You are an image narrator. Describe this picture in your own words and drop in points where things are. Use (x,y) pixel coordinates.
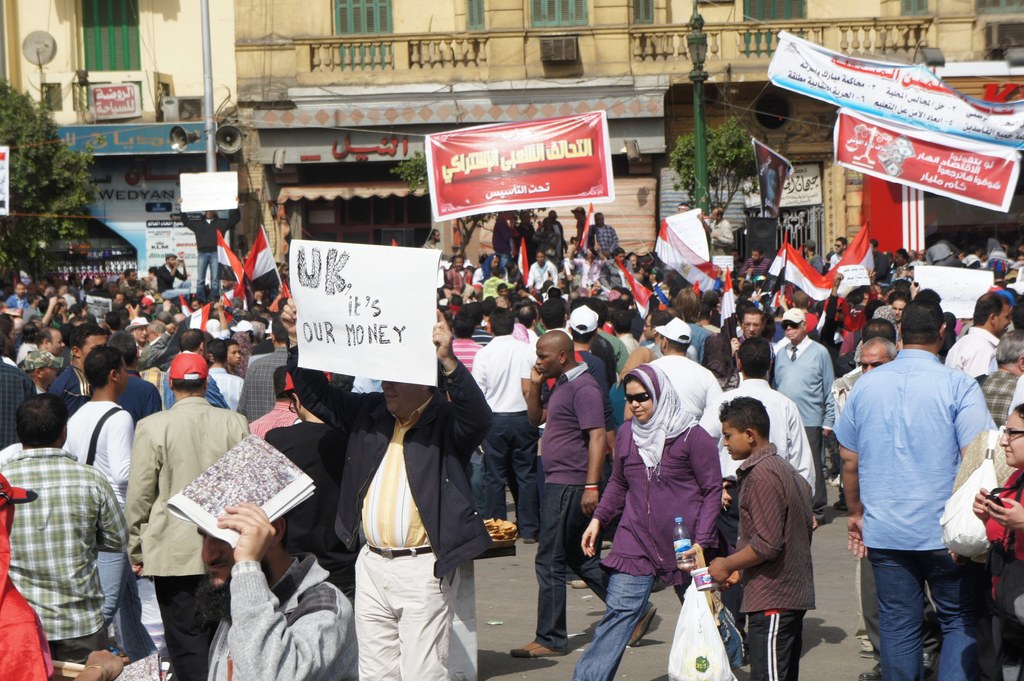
In this image we can see a group of people (429,389) standing. In that some are holding the flags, the charts (419,341) with some text (394,341) on them, a bottle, a cover (718,642) and some devices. On the backside (493,193) we can see some banners (475,200) with text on them which are tied with the ropes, poles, some trees (69,157), a street pole (209,136), a dish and a building (363,167) with windows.
